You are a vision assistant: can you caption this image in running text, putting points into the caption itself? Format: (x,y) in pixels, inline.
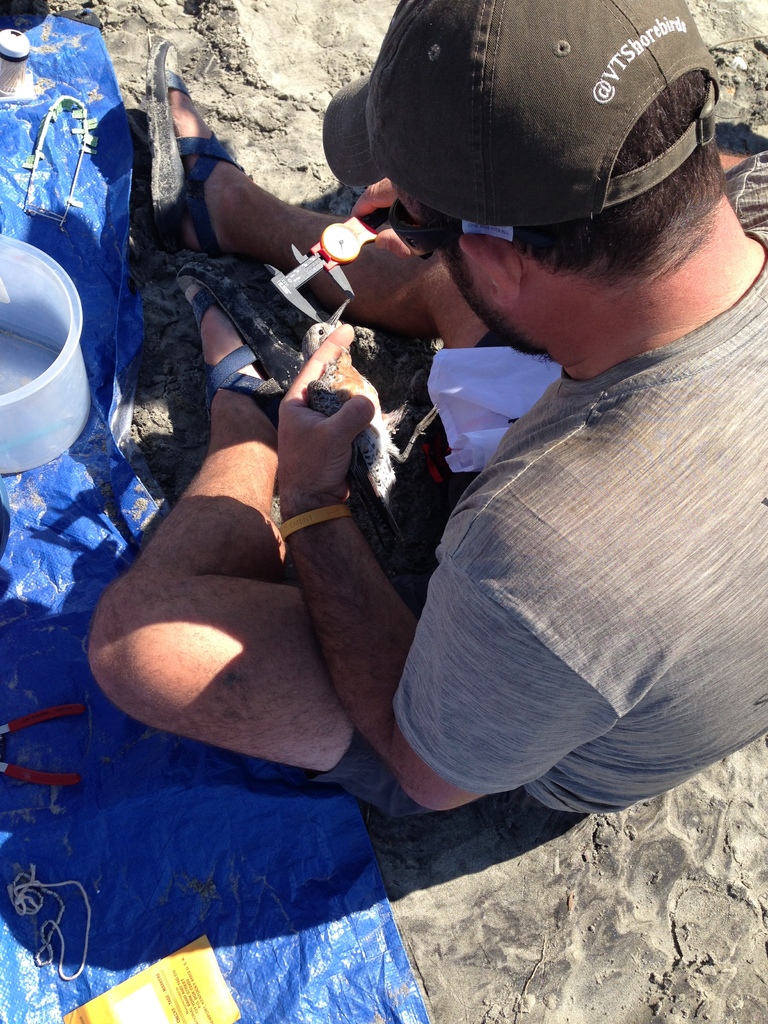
In this image I can see a person (335,732) sitting wearing gray shirt (605,511), brown cap (591,156) and holding some object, in front (78,823) I can see a blue color cover (158,872).
